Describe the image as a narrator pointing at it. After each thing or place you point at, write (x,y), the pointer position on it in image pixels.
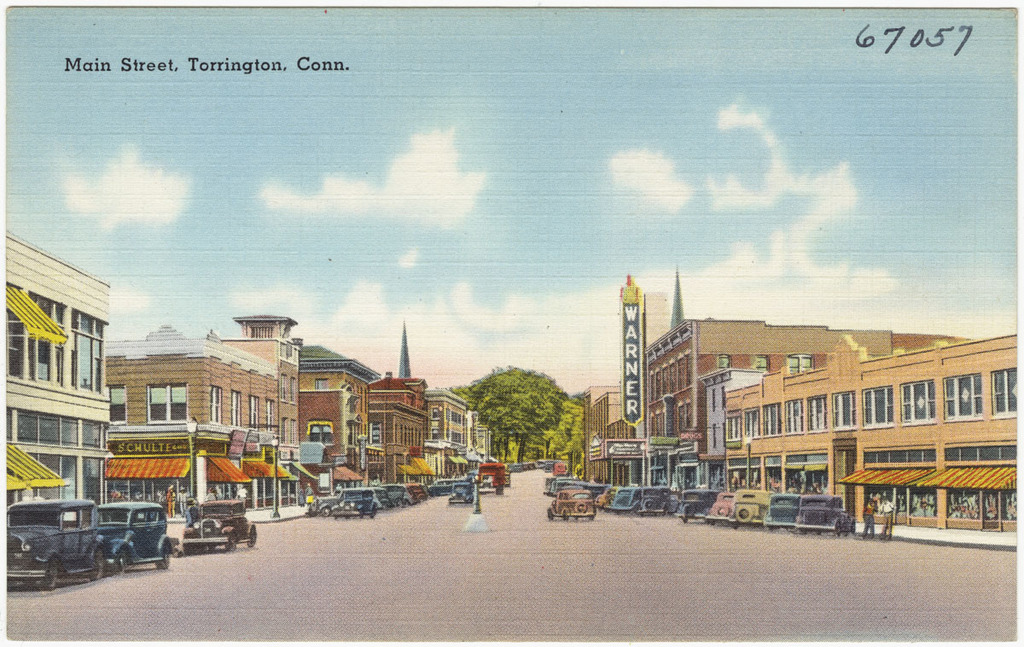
In the picture I can see painting (411,491) of buildings (453,460), vehicles (497,488) and trees (495,444). In the background (548,263) I can see the sky (548,263) and some other objects (275,467). I can also see something written on the image.
